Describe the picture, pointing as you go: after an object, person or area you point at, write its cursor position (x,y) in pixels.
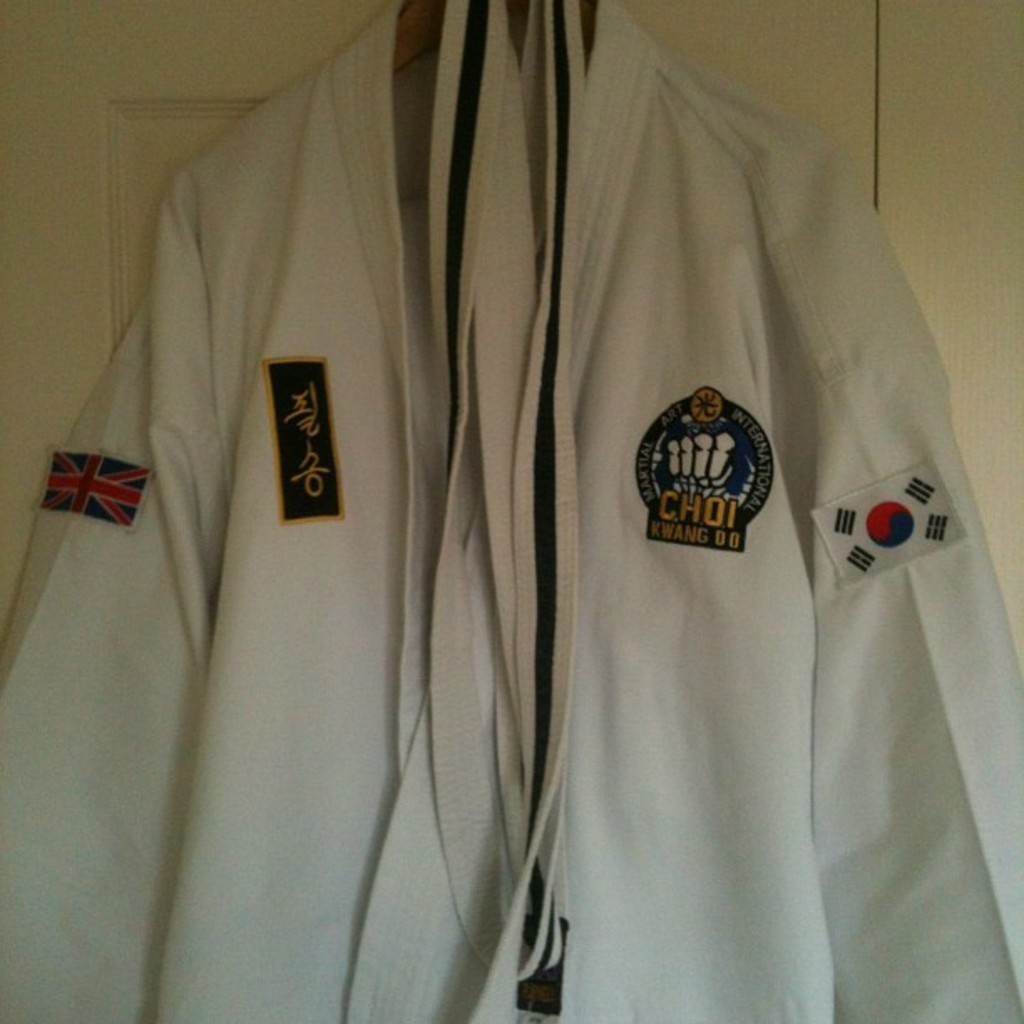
This looks like a coat (645,426) and a belt (468,218), which are hanging to the hanger (430,4). I think these are the badges (310,459), which are attached to the coat (645,410). I think this is a door (277,31), which is white in color.
